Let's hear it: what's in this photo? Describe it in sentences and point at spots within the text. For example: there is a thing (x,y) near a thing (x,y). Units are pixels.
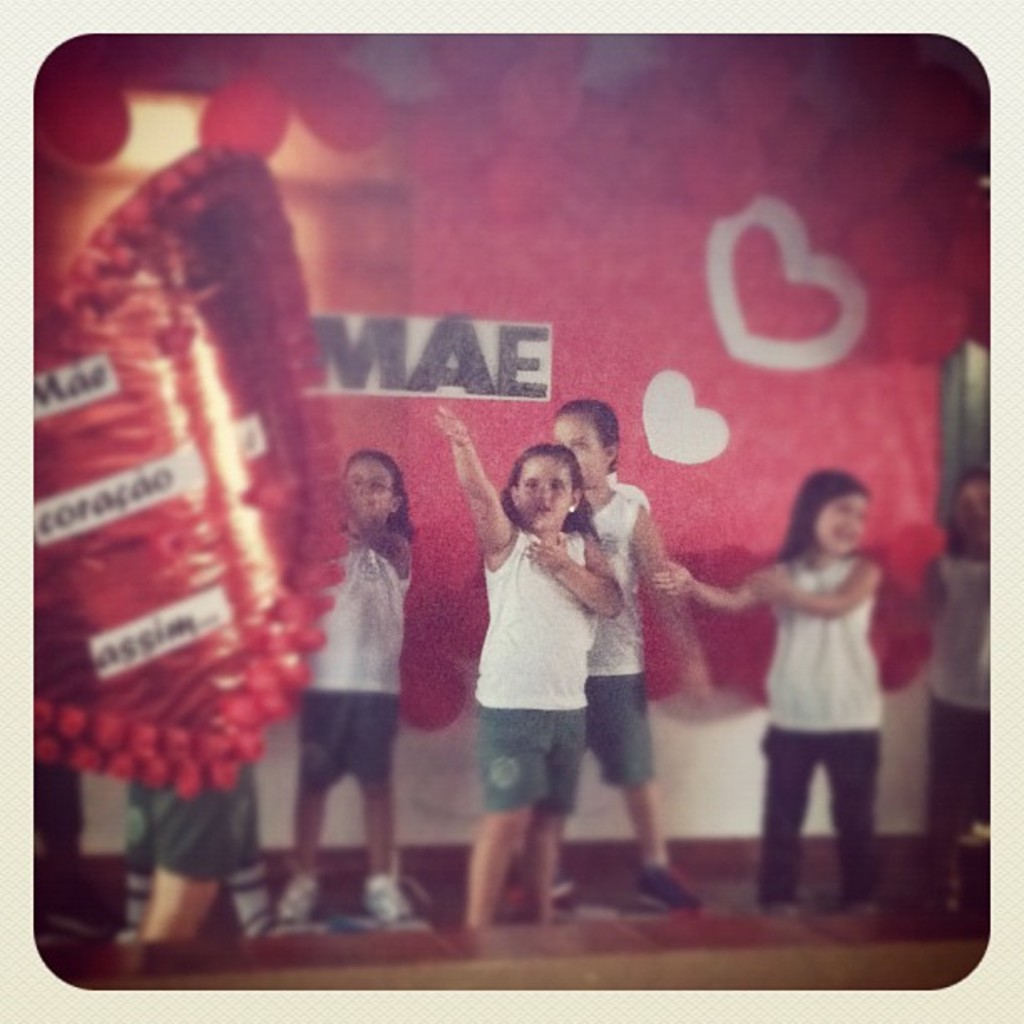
There are group of children (248,794) standing. I think they are dancing. This looks like a banner (733,464). I think these are the balloons (75,122), which are red in color.
